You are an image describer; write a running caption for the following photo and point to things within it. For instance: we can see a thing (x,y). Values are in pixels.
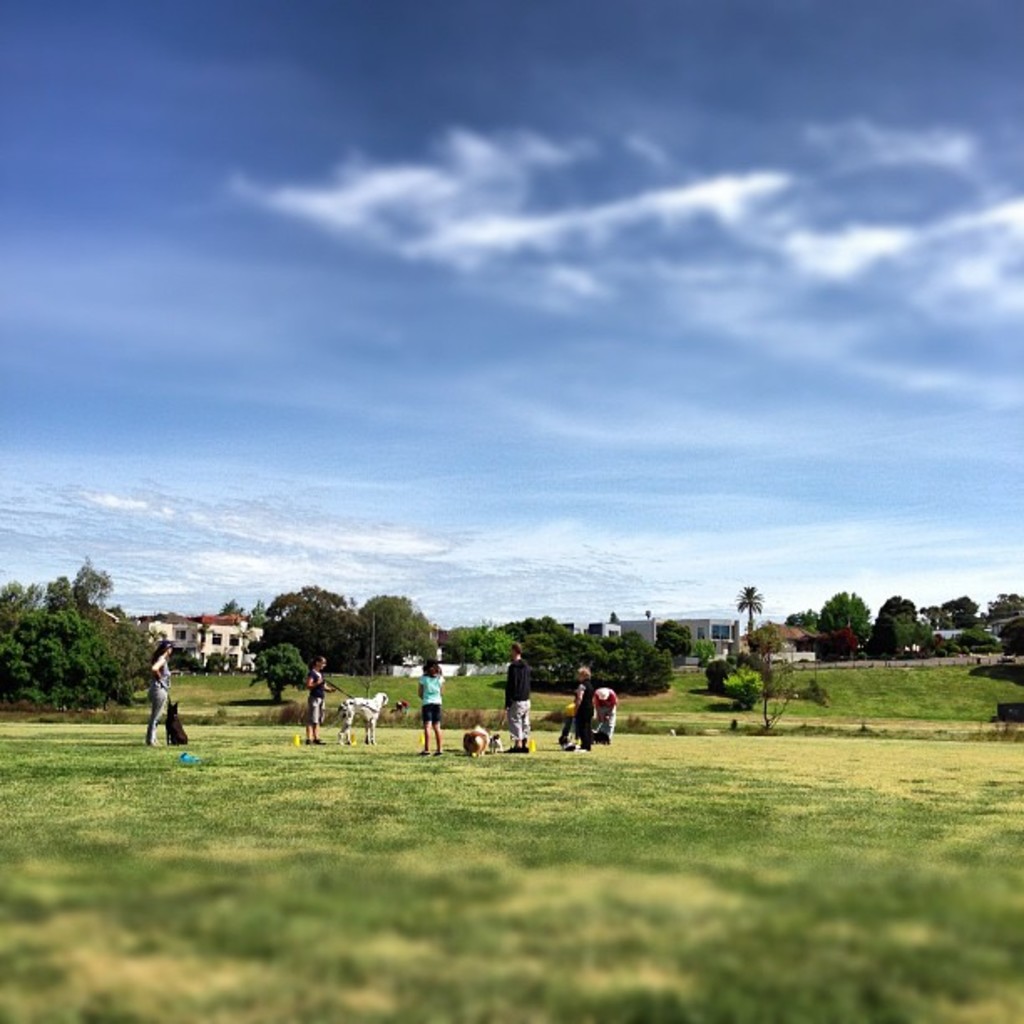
There are persons (587,673) and animals (468,741) on the ground (552,733), on which there is grass (966,854). In the background (997,725), there are trees (300,628), buildings (191,624) and grass (926,669) on the ground (926,669) and there are clouds (601,561) in the blue sky (316,319).
